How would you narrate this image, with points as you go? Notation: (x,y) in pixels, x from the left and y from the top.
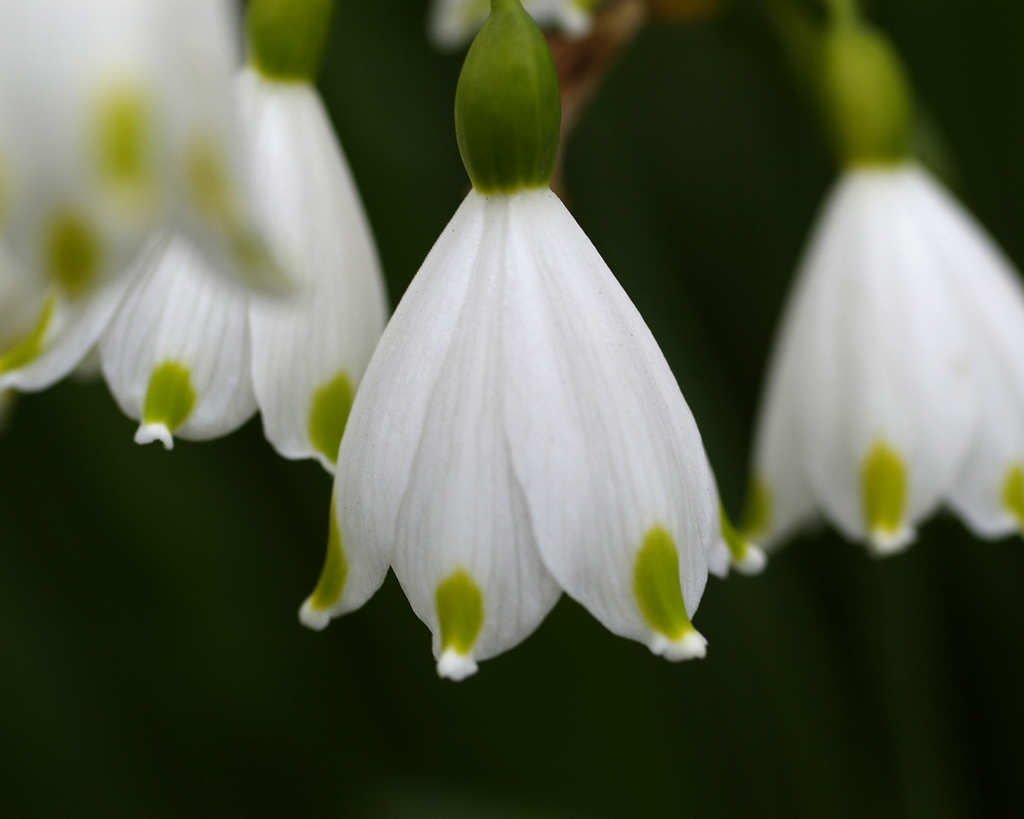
In this image we can see few flowers (601,339). There is a blur background (761,161) in the image.
